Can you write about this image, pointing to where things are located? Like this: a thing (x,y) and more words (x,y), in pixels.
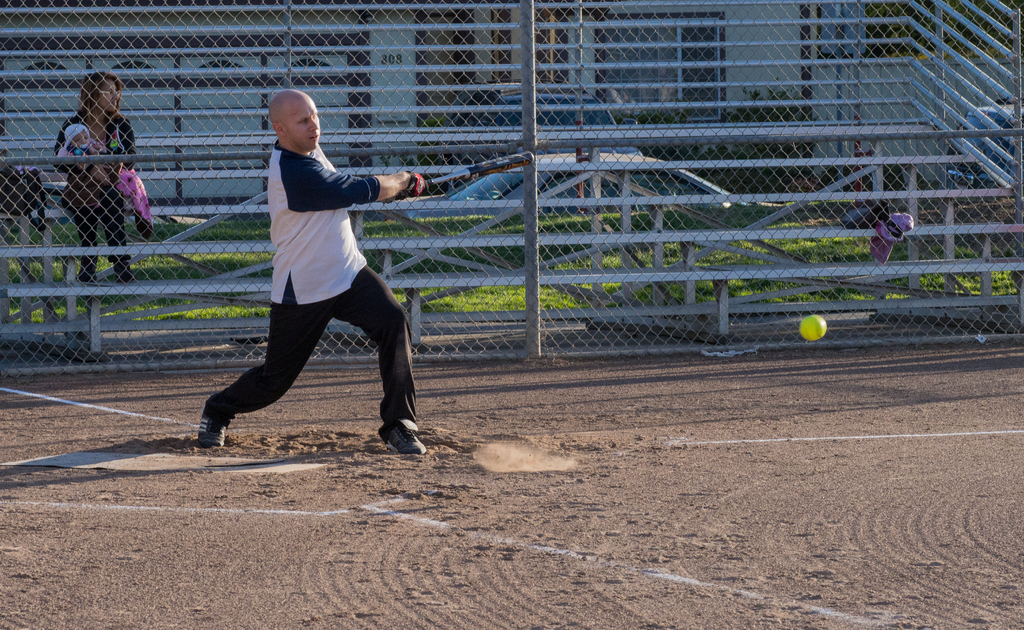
In this image I can see a person (284,127) playing game wearing white shirt (317,222), black pant (294,322) holding bat (515,155). I can also see ball (817,317) which is in green color, at the back (615,191) I can see railing (291,48) and the other person (117,128) standing.
